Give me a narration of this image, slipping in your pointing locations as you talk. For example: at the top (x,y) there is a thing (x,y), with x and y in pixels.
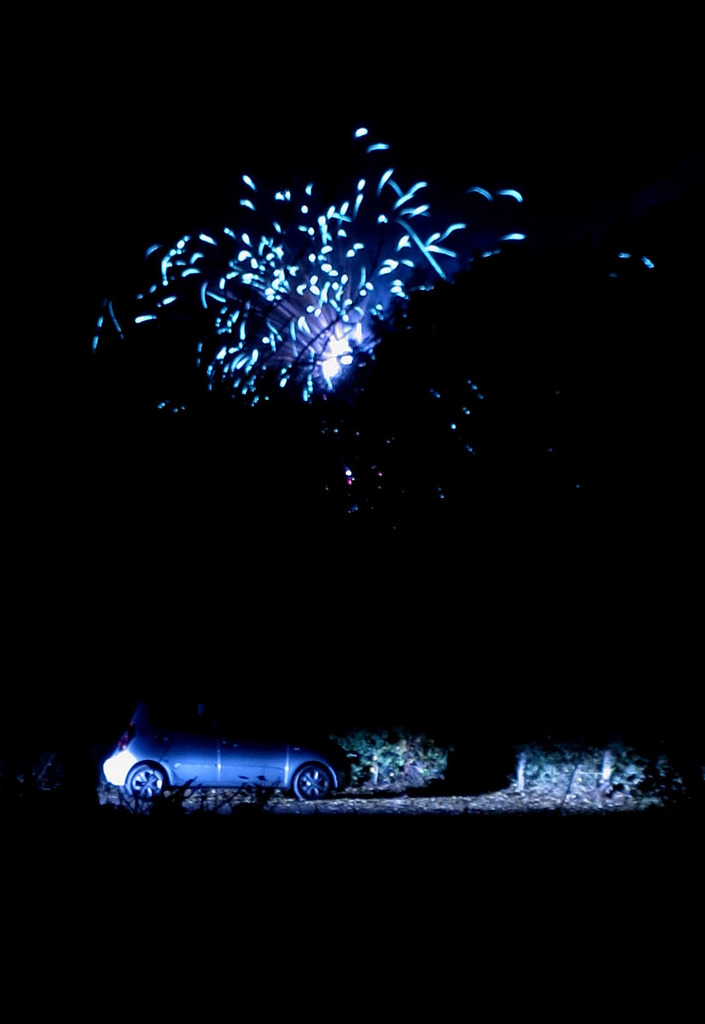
In this image in the center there is one car (214,745), and in the background (413,354) there are some trees (403,354) and some lights (276,285).
